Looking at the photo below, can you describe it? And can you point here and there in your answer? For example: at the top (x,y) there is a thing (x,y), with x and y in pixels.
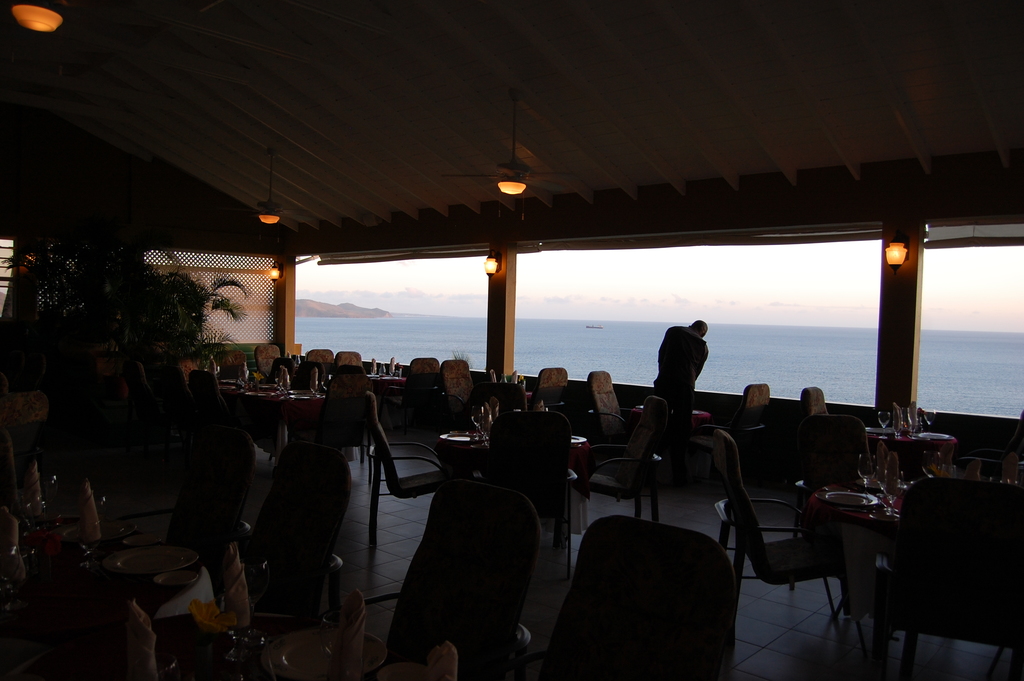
In this image we can see a table (481,450) chair (403,477). On the table (197,559) there is a plate (152,569), spoon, cloth (87,518). At the background (401,337) we can see a water (462,338). There is a person (662,388) standing.
